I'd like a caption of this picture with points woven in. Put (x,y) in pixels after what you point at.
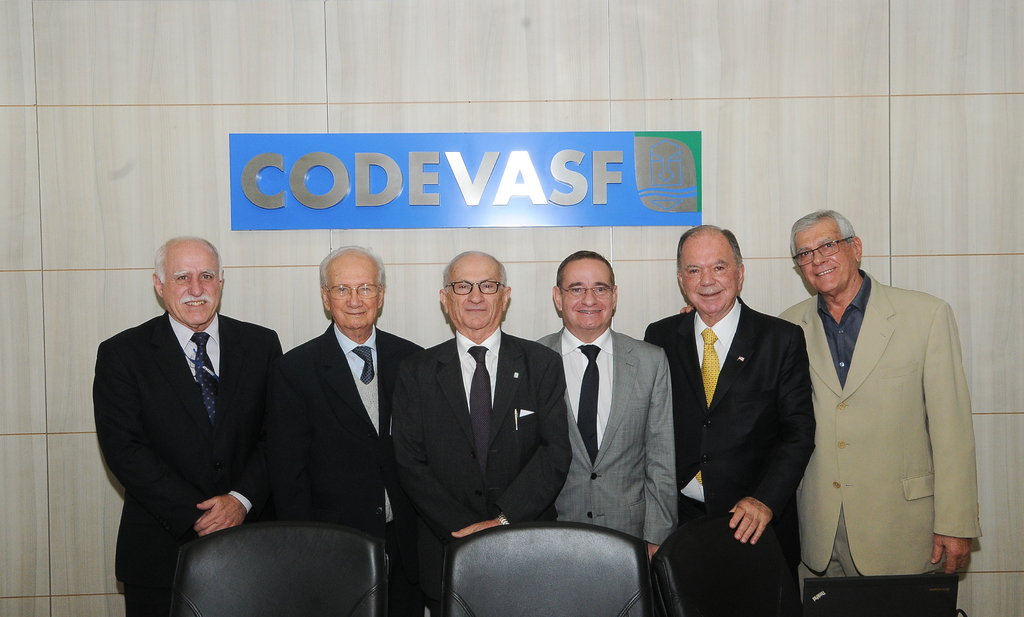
There are persons (165,339) in suits (180,363), smiling and standing. Beside them, there are three chairs (674,585) arranged and a laptop (937,583). In the background (756,126), there is a hoarding (330,144) attached to the wall (241,32).
